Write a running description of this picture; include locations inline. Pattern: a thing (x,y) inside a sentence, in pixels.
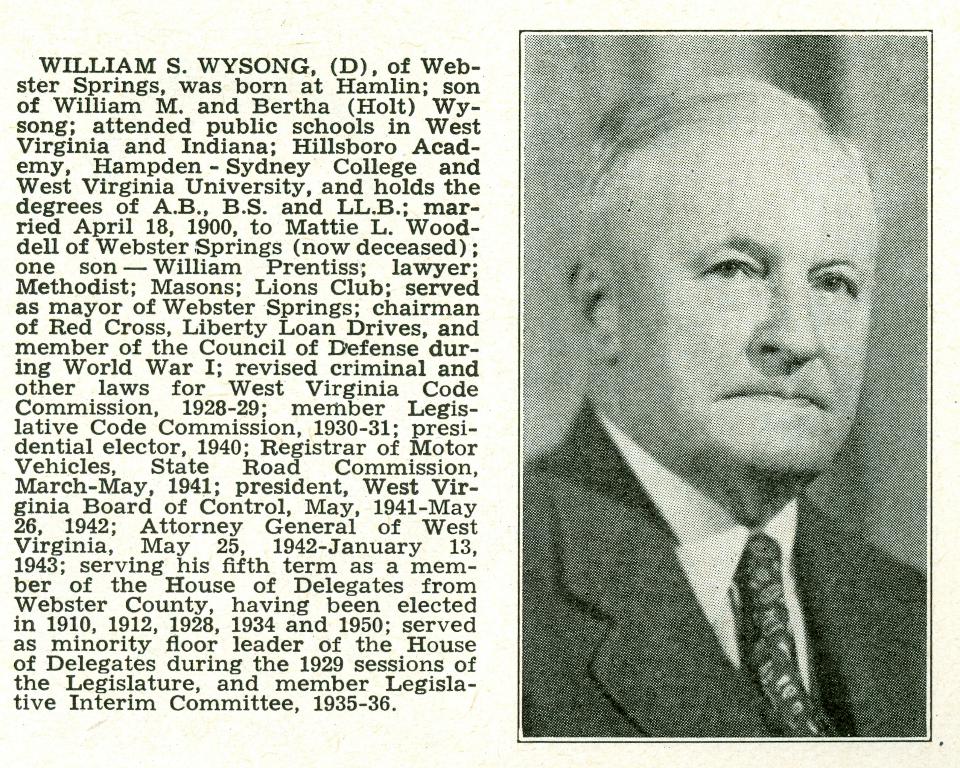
On the right side of the image (811,512) we can see a person (726,513). On the left side of the image (142,124) there is a text (103,361).
